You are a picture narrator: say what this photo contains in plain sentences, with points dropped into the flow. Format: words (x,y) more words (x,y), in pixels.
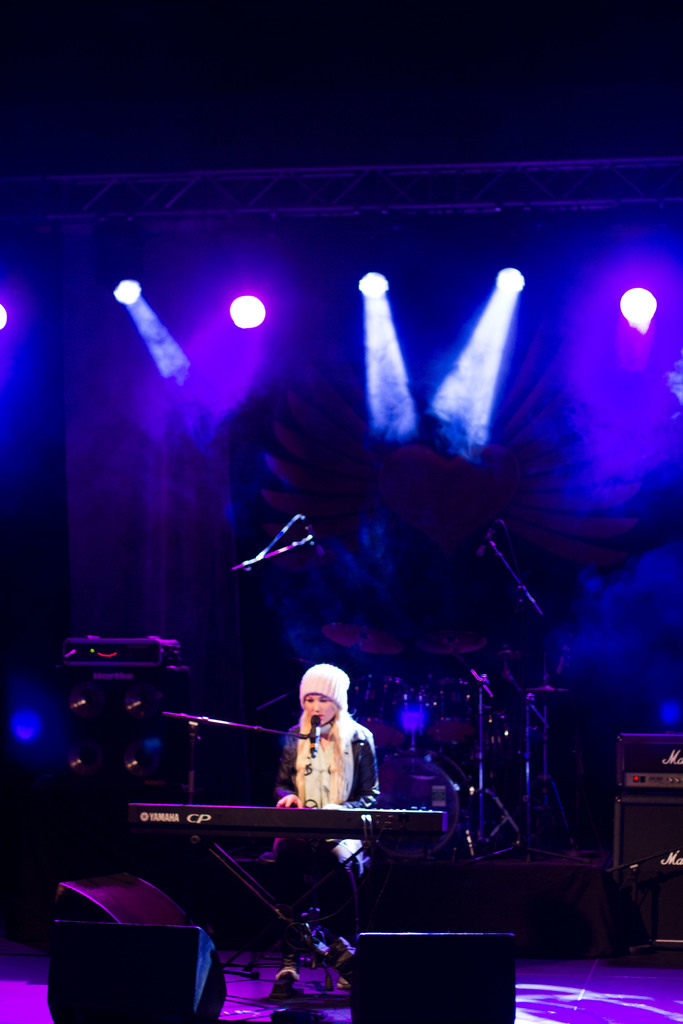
In the image there is a girl (323,729) playing a piano (383,820) and around her there are different music instruments (344,631), in the background (212,335) there are different lights (264,319).
